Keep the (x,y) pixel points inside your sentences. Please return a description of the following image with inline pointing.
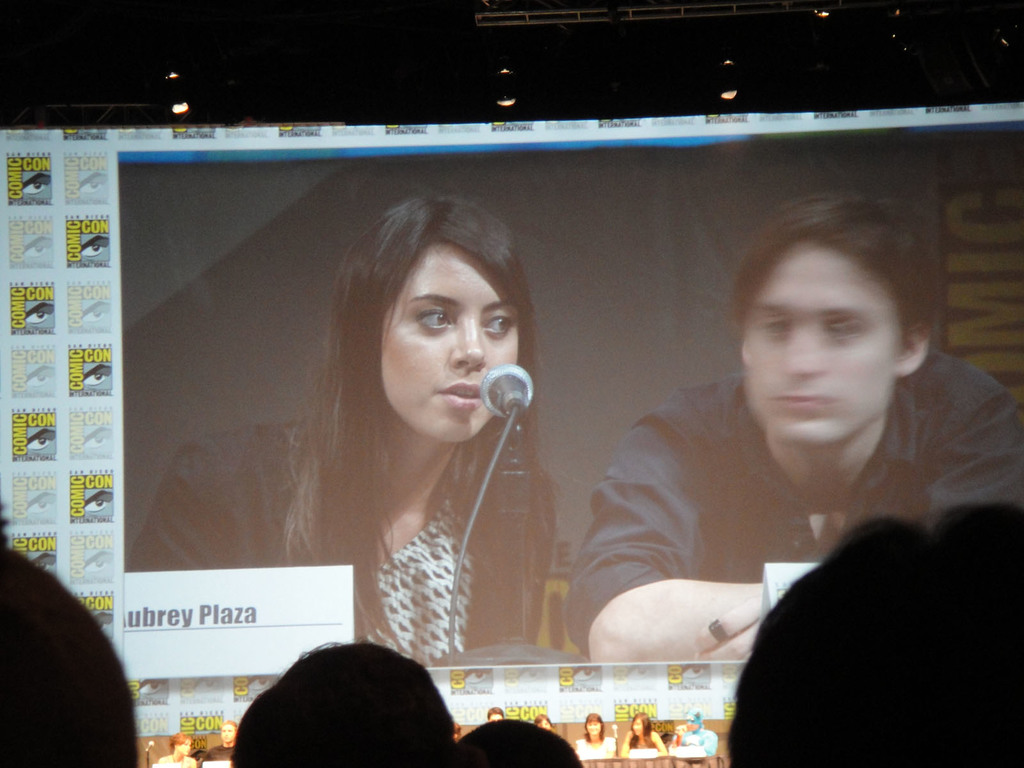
In this image at the bottom (58,739) we can see objects (360,719). In the background (297,392) we can see screen (367,333) and few persons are sitting at the table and at the top (762,13) we can see lights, rods (742,12) and other objects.
